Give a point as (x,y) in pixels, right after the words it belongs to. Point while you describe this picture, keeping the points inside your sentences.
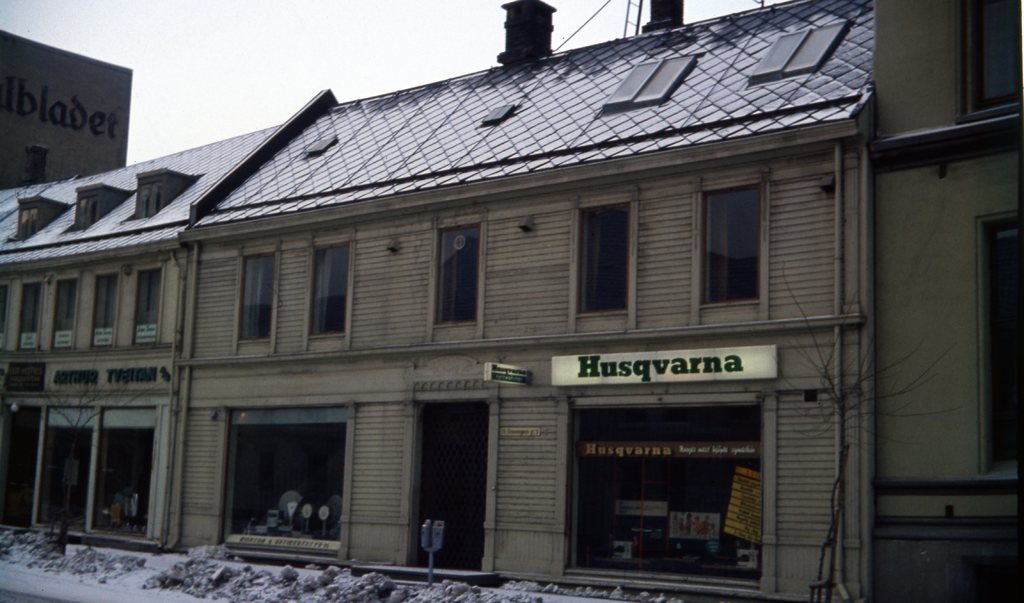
In this picture we can see the buildings (524,329), windows (603,422), doors (15,431), board (774,354), stores (626,530) and some other objects (627,513). On the boards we can see the text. At the bottom of the image (330,578) we can see the road (19,601), snow (213,564) and stones (287,580). At the top of the image (195,27) we can see the sky (135,53).
